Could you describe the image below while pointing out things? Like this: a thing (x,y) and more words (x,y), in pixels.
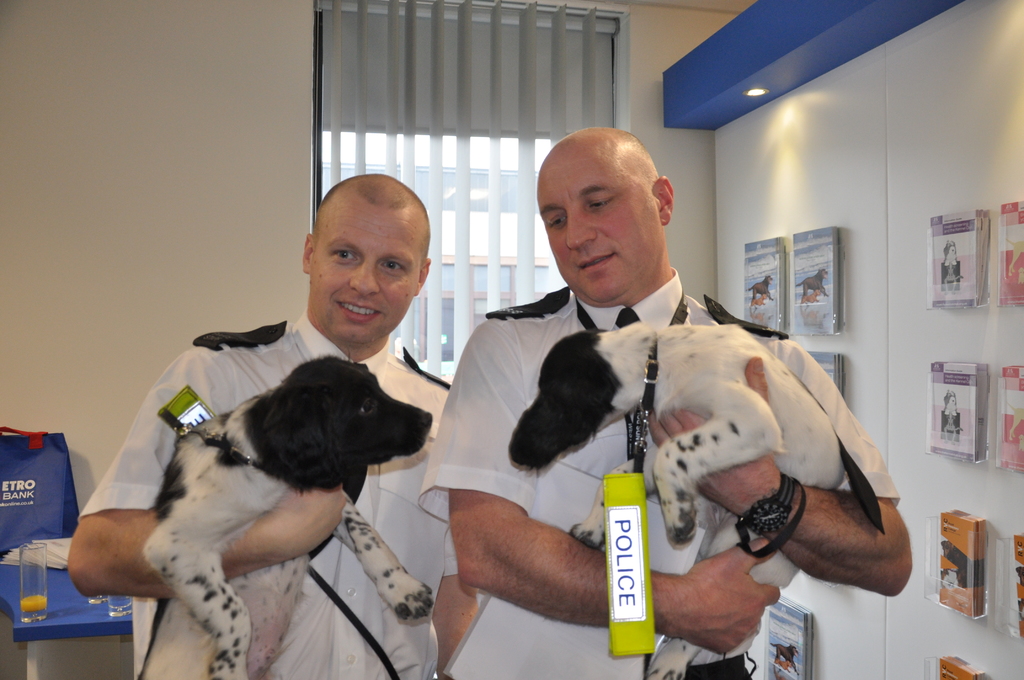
Two men (392,233) are standing and holding the two dogs (230,435) there are tags (636,490) police on the neck (647,349) of this two dogs (315,366) These two dogs (315,366) are in black and white color these two people (465,500) are wearing white color dresses (564,464) and behind them there is a glass wall (454,222) on the right (978,234) there are few books (987,222) about animals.
